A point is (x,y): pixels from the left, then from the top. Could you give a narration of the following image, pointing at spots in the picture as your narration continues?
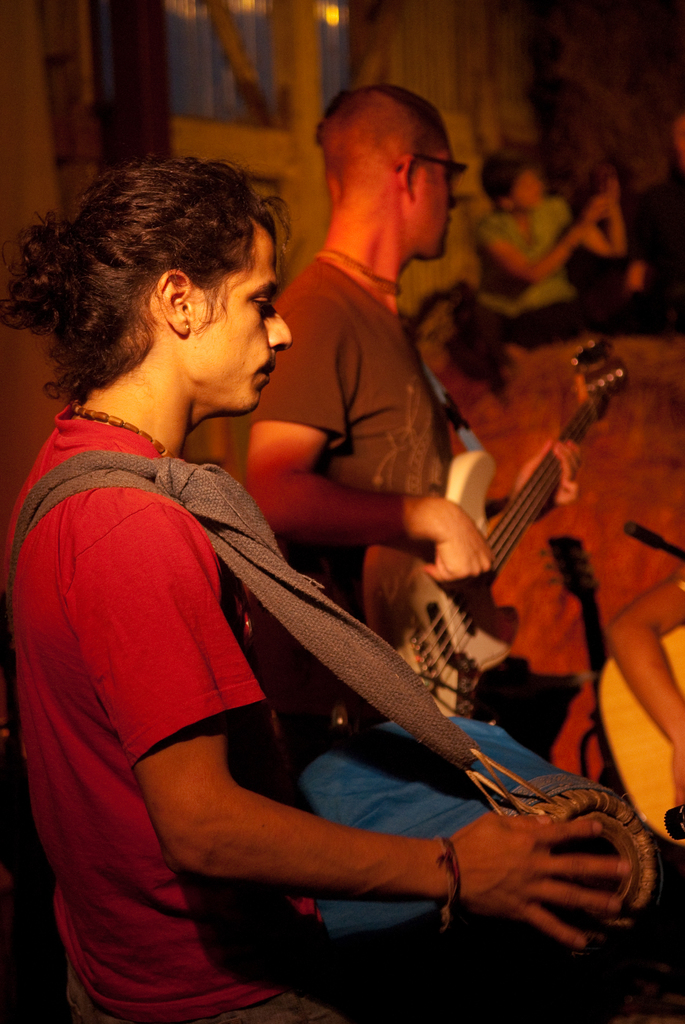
this is a picture in side of a home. And there are the persons (334,594) holding musical instruments (578,777) like drum (600,806) and guitar (420,642).
